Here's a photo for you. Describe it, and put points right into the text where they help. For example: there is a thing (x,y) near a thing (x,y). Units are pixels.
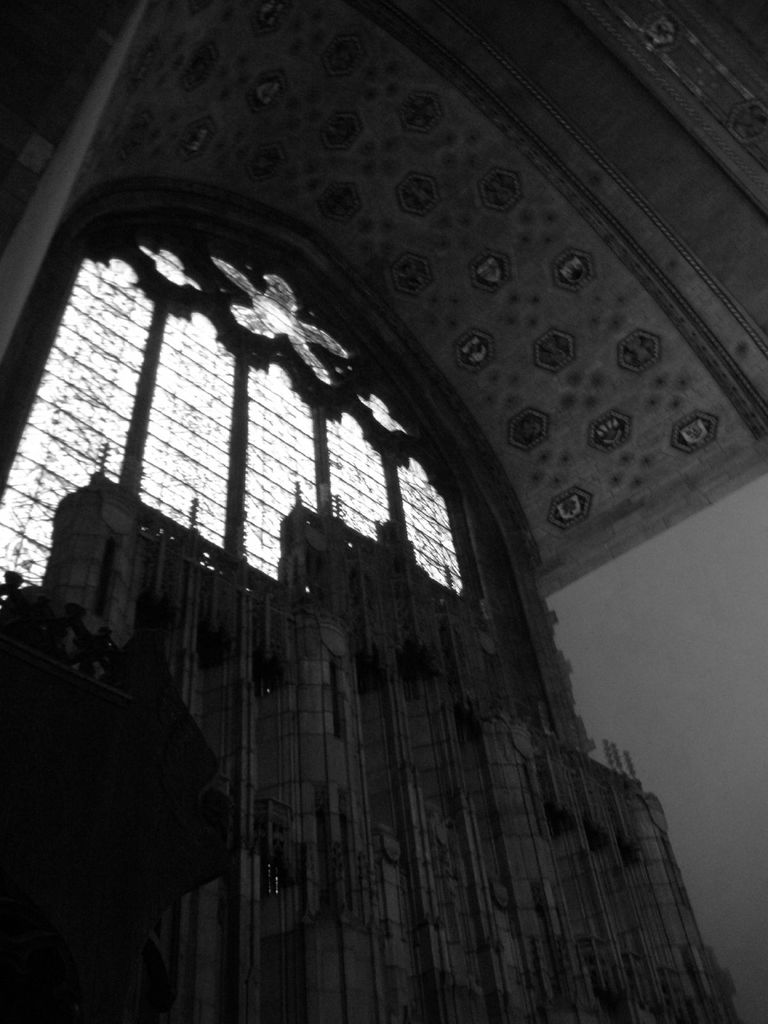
In this image in the center (351,638) there is wall (345,754) and there are windows (168,314), at the top (470,318) there is ceiling (509,349) and on the right side of the image (676,672) there is wall (688,713).
